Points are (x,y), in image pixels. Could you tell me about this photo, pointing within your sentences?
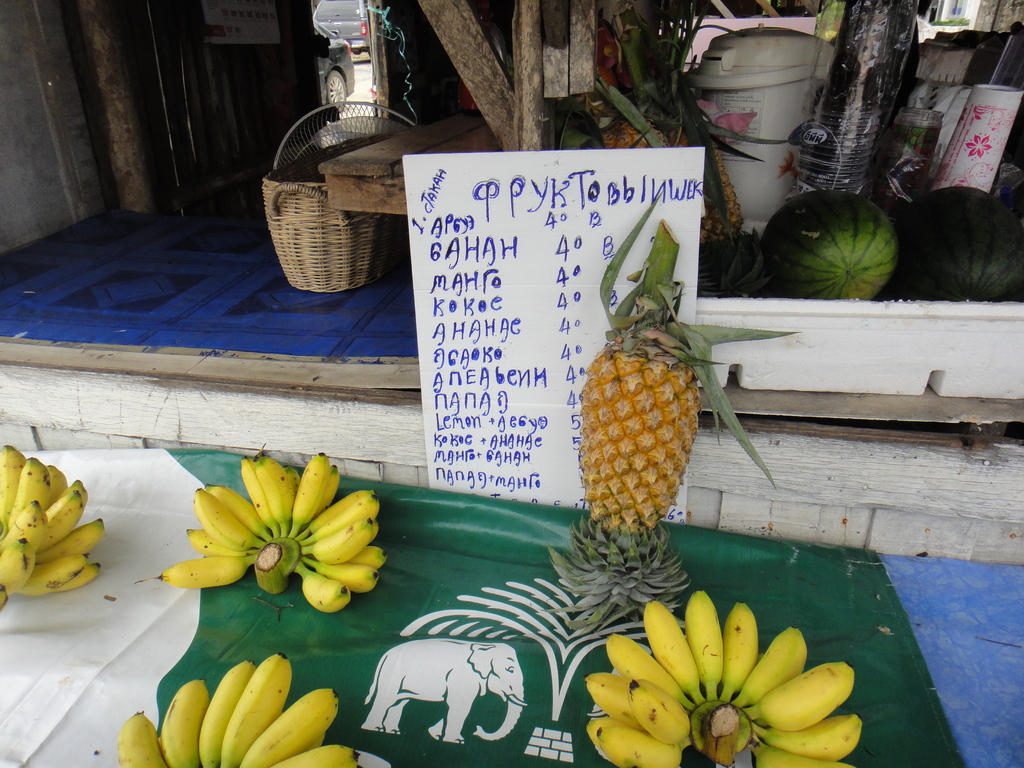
In this image there is a banner (437,669) of an elephant (413,686), cluster of bananas (645,659), pineapple (614,528), name board (524,361) on the table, and in the background (807,225) there is an iron sheet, vehicles (367,30), glasses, watermelons (770,270), basket (326,179).
